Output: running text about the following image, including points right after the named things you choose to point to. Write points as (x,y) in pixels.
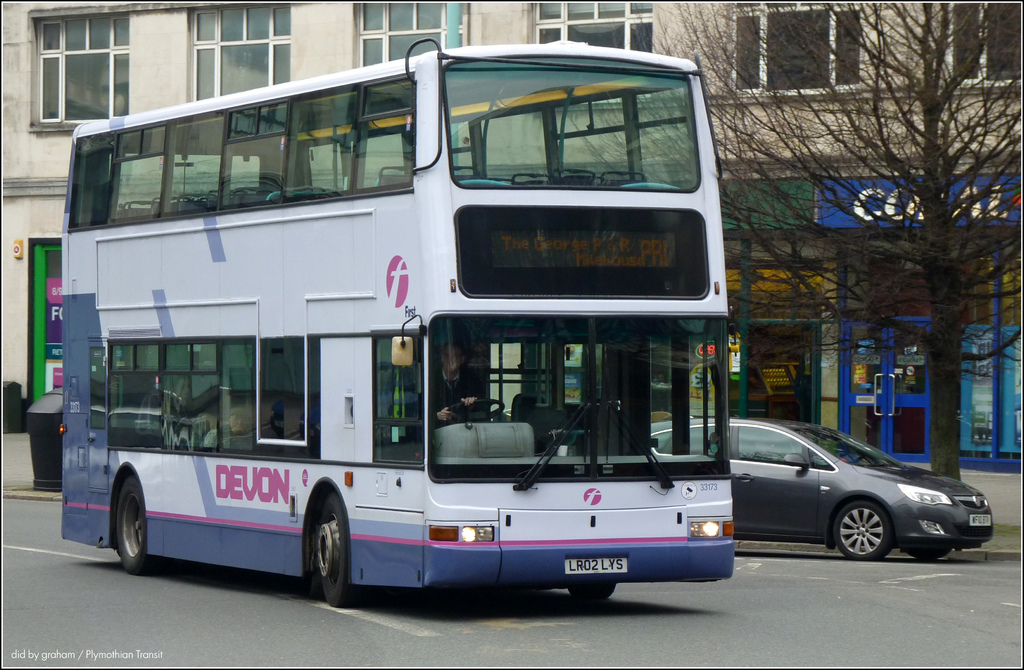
In the middle (618,397) a bus (352,349) is moving on the road (725,613), it is in white color, on the right side (910,252) there is a tree (750,244). This is the building (55,290) in the middle of an image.
